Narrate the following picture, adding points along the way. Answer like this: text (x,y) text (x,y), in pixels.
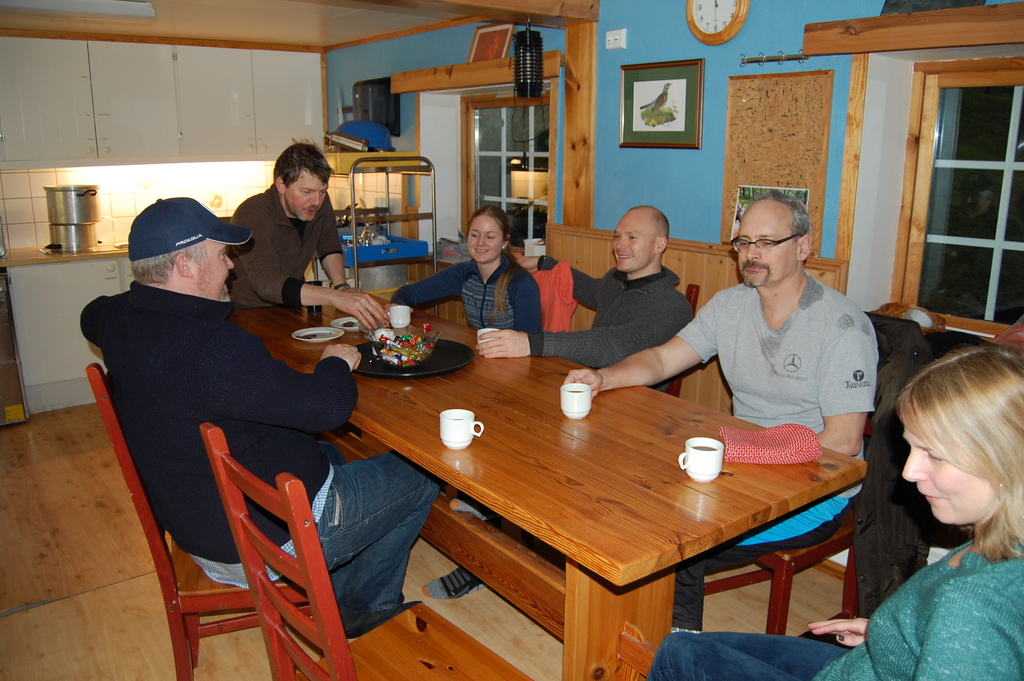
In this picture at left side (331,461) person (392,554) is sitting with a blue shirt (340,374) and jeans (417,476) wearing a cap (165,225). Right side (848,387) three persons (864,382) sitting on chairs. At the right bottom corner (1023,676) a woman (992,351) is sitting. A person (361,309) is standing before a table (508,472) having cups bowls (376,345), saucer (319,339) on it. At the back there is a kitchen cabinet (7,116) on which vessels (99,190) are kept. Right side (711,158) there is a wall (634,174). A picture frame (630,143) and a clock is mounted on it.
